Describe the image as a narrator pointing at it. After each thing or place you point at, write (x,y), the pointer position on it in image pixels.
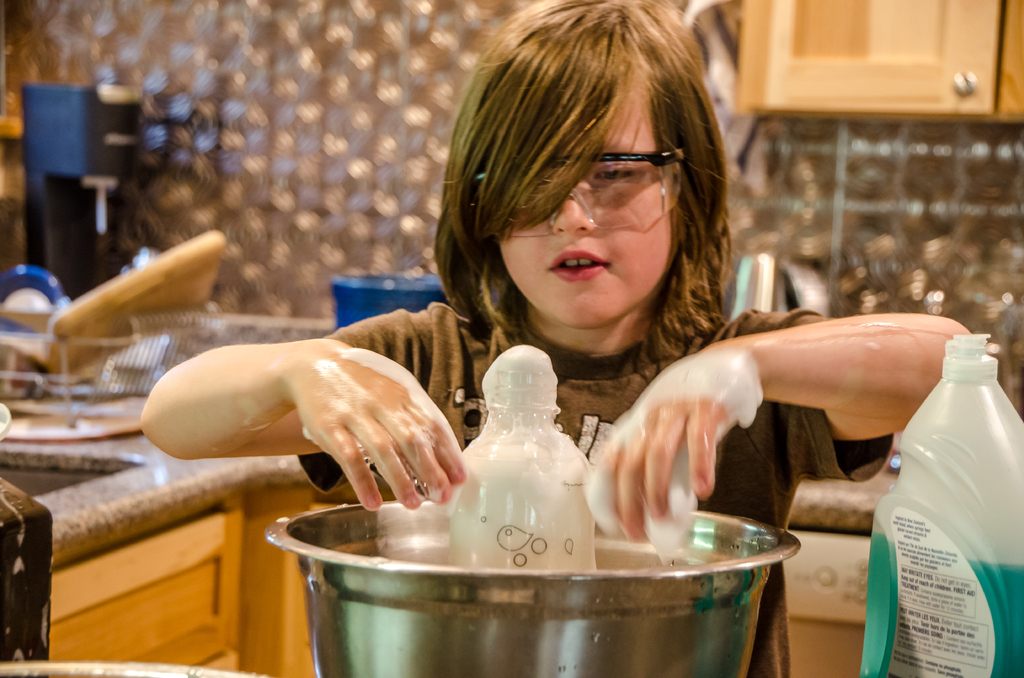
In this picture we can see a person (659,284). She has spectacles (629,187). This is the bowl (484,634) and there is a bottle (505,485). On the background (357,129) there is a wall (306,99). This is the platform (129,474).
